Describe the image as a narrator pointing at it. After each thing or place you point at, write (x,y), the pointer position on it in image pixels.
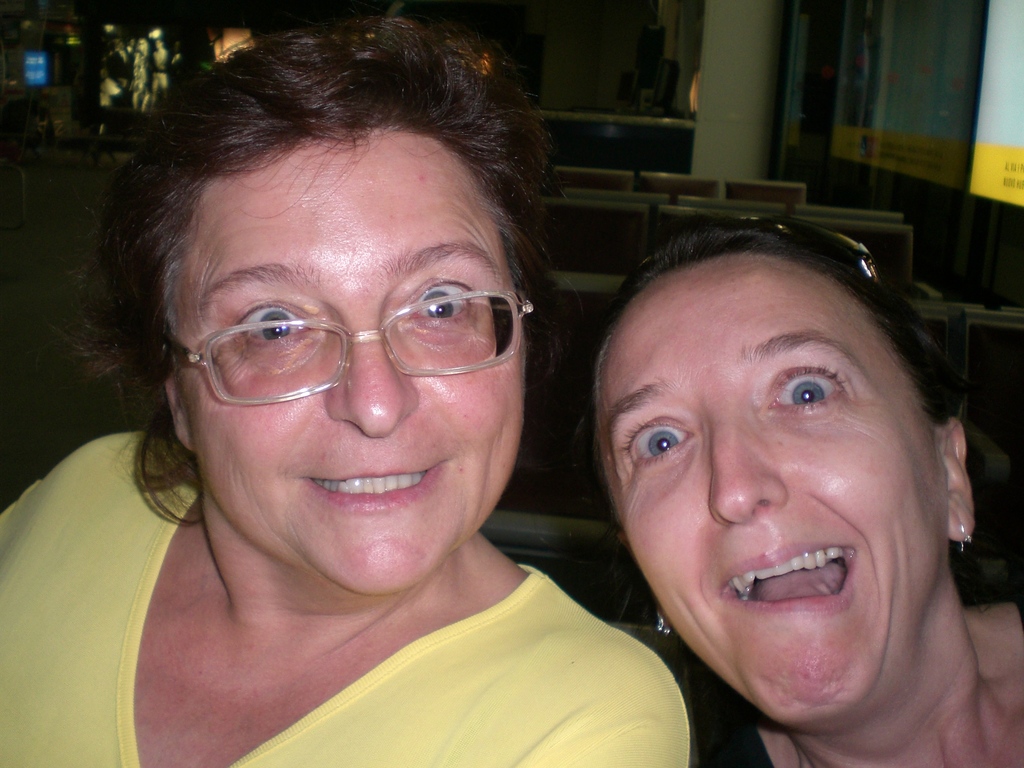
In this image in the front (656,383) there are women (766,563) having some expression on their faces (707,576). In the background (604,192) there are empty chairs (577,192) and on the right side (1020,147) there are boards (1015,162) with some text (914,160) written on it.
